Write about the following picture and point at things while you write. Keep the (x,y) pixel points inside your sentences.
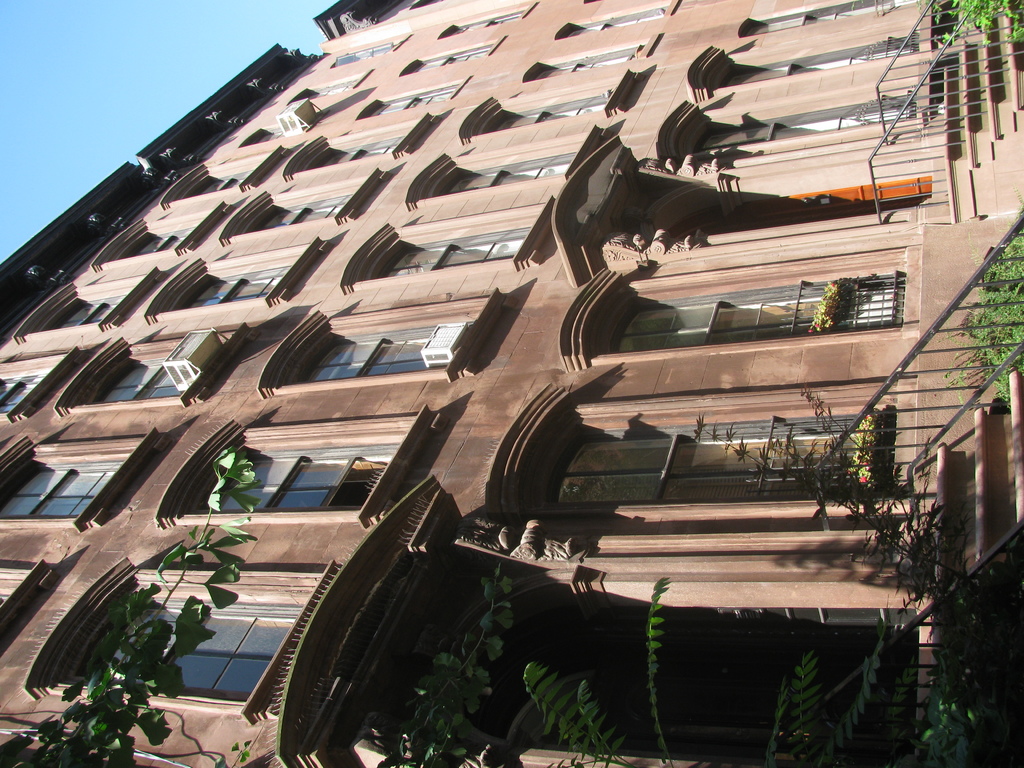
This image is rotated. In this image we can see there is a building (546,292), in front of the building (790,606) there are stairs (977,485) and railing (960,363), beside the stairs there are plants (1002,292). On the top left side of the image (140,90) there is a sky (267,23).
